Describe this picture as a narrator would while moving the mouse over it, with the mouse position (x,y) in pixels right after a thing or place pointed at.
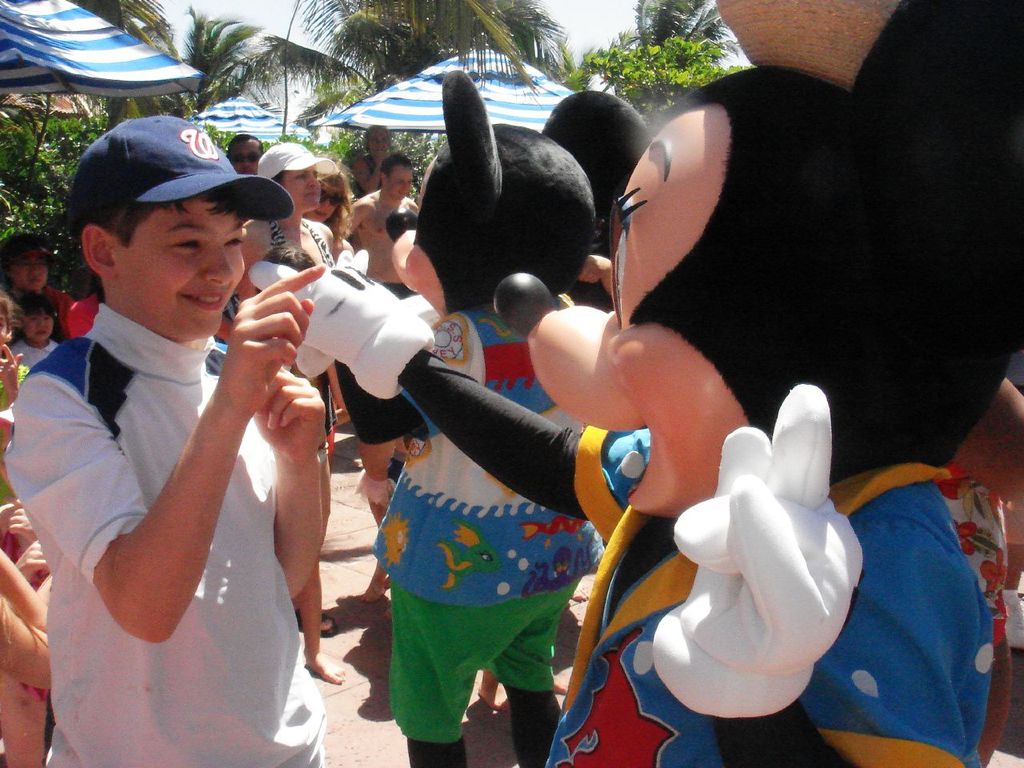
In this image we can see costumed characters (606,313) and there are people (168,301) standing. In the background (136,110) there are parasols (138,76), trees (640,35) and sky (590,23).
